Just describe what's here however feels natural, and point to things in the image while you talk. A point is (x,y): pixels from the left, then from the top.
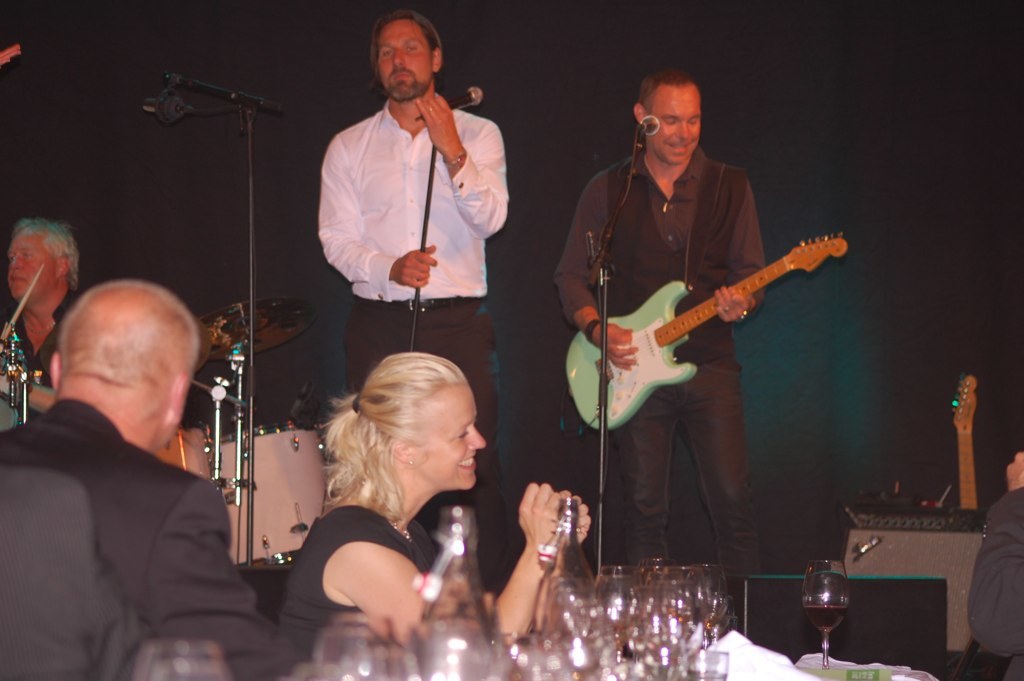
Background (967,144) is dark. We can see a person (629,169) standing in front of mike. This man (681,308) is playing a guitar (689,288). We can see a woman (402,518) and a man (137,478) here. We can see bottles (536,642) and glasses (669,639). This is an electronic device (925,521). Here we can see cymbal (262,337) and beside to it there is a man (40,302).
